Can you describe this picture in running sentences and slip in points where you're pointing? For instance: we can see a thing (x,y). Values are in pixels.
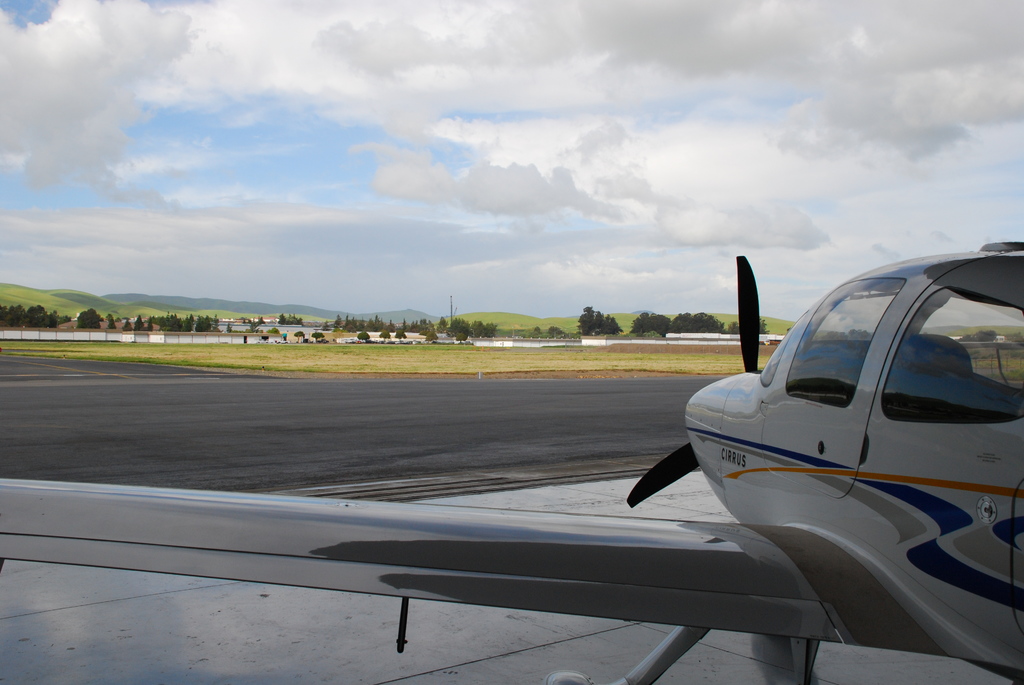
In this picture we can see a plane (649,489), in the background (426,296) we can find grass (286,363), few trees (685,329) and clouds (377,206).
